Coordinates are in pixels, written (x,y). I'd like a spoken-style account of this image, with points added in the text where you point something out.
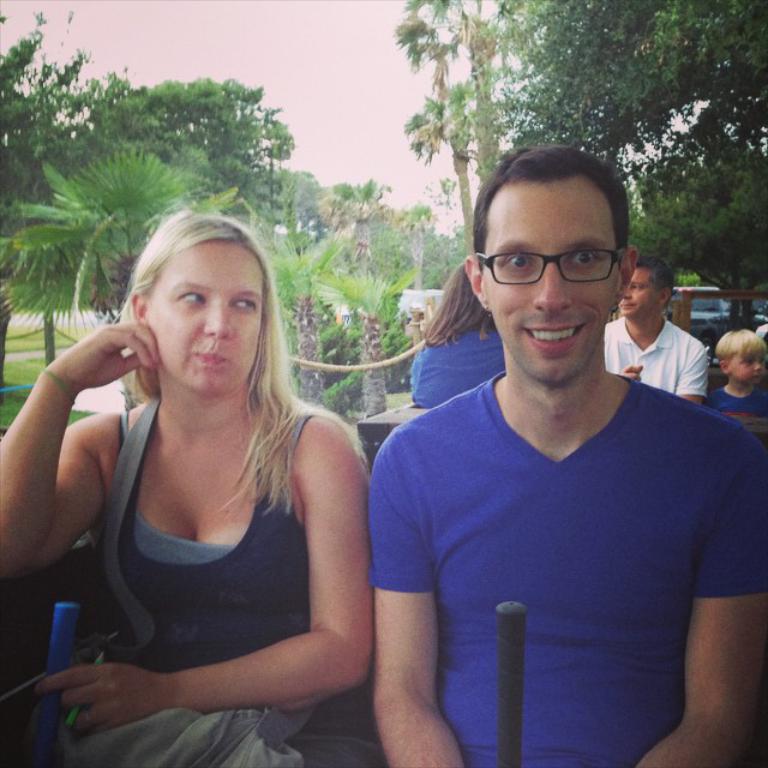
Here we can see a woman (322,419) and a man (546,437). He is smiling and he has spectacles (525,261). In the background (32,191) we can see few persons (636,332), trees (328,275), and sky (364,140).
